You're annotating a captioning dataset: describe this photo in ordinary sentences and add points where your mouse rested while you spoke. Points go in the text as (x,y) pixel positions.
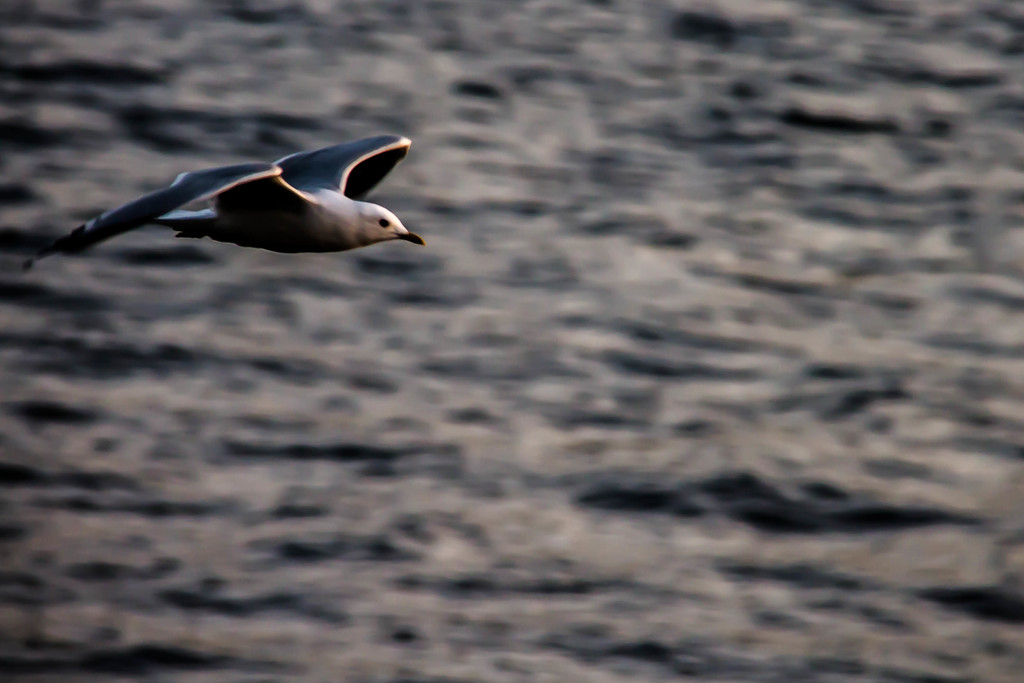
In the picture there is a bird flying above the water surface (469,369).
